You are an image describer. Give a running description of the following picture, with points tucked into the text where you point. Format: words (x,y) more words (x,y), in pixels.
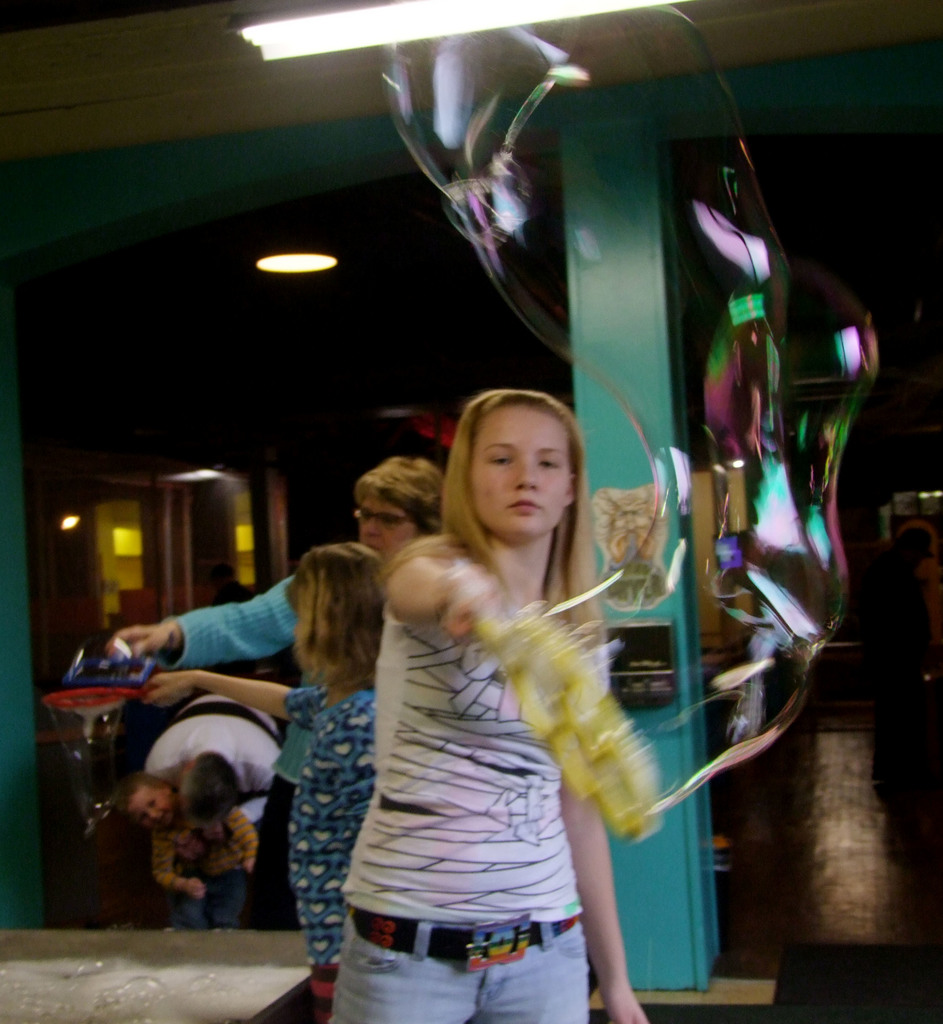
In this image we can see a person (540,764), bubble (555,306) and other objects (620,738). In the background of the image (310,717) there are persons (220,610), pillar (668,607), lights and other objects (238,559). At the top of the image (89,93) there is a ceiling (275,69) and light (314,37).
